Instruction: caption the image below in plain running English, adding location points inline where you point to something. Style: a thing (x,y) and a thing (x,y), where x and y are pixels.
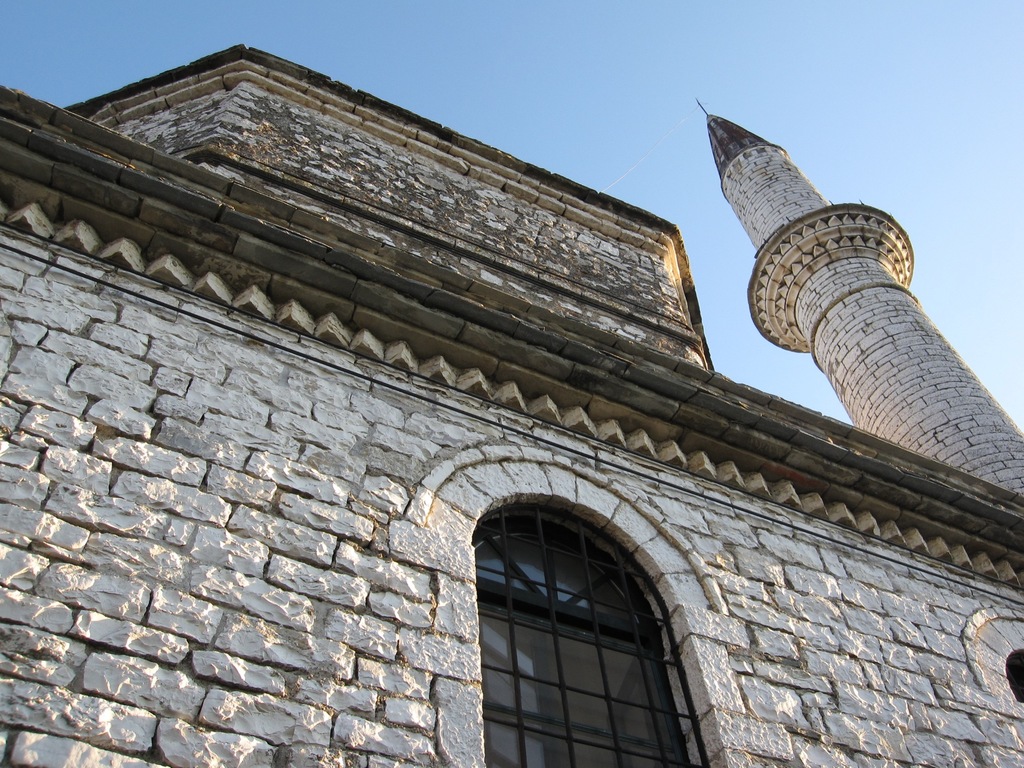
In this image, we can see a building's (347,515), walls (347,472), glass window (499,681), grill (597,692) and tower (876,286). Background (961,108) we can see the sky (624,138).
